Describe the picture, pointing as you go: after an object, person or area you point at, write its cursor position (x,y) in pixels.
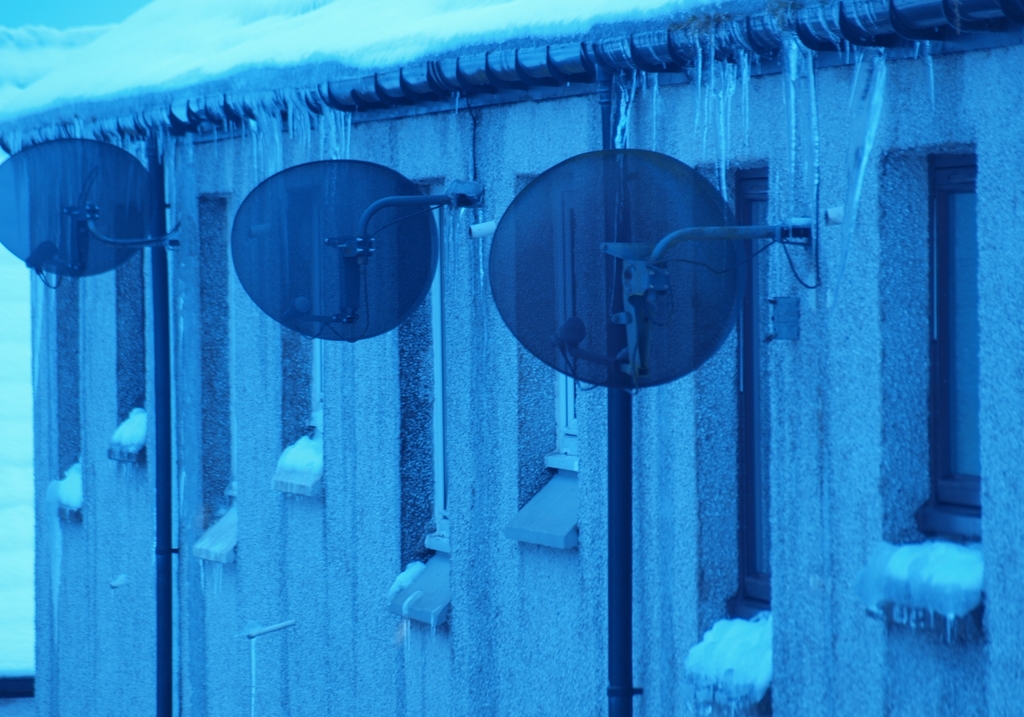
In this image we can see poles (164,716), satellite dishes (493,258), windows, snow (767,645), and wall (351,347).
